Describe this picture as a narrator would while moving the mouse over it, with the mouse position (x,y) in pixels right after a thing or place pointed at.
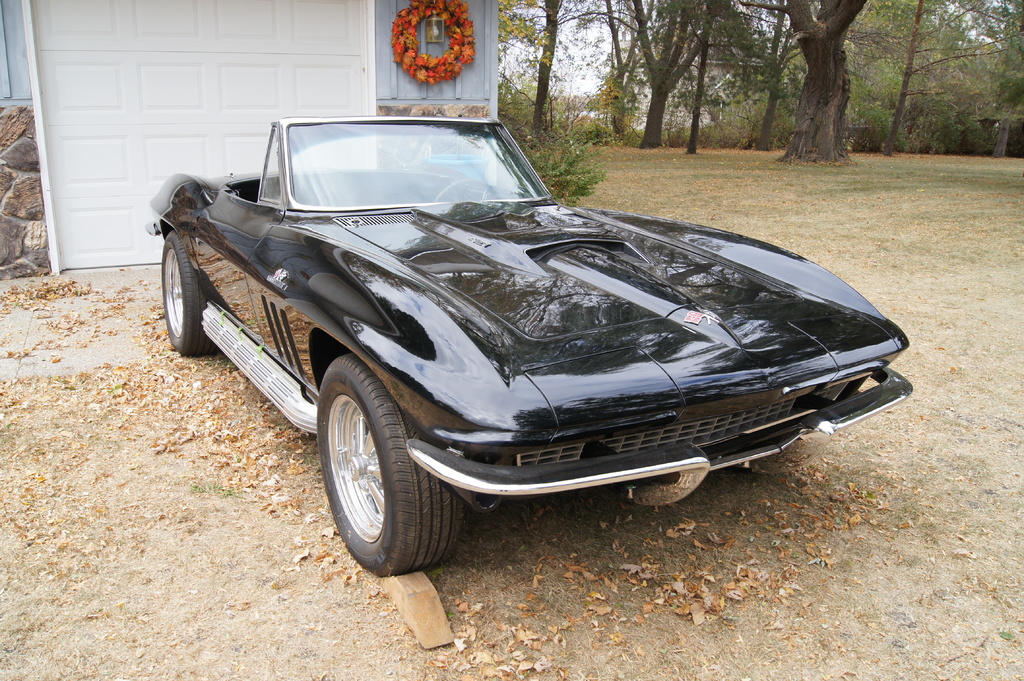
In the picture we can see a grass surface (842,633) on it, we can see some dried leaves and a car (448,302) which is black in color with an open top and behind it, we can see a white color door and we can see some flower decoration (423,55) on the wall (422,39) and in the background (500,117) we can see plants (563,155), trees (558,120) and sky (563,71).
